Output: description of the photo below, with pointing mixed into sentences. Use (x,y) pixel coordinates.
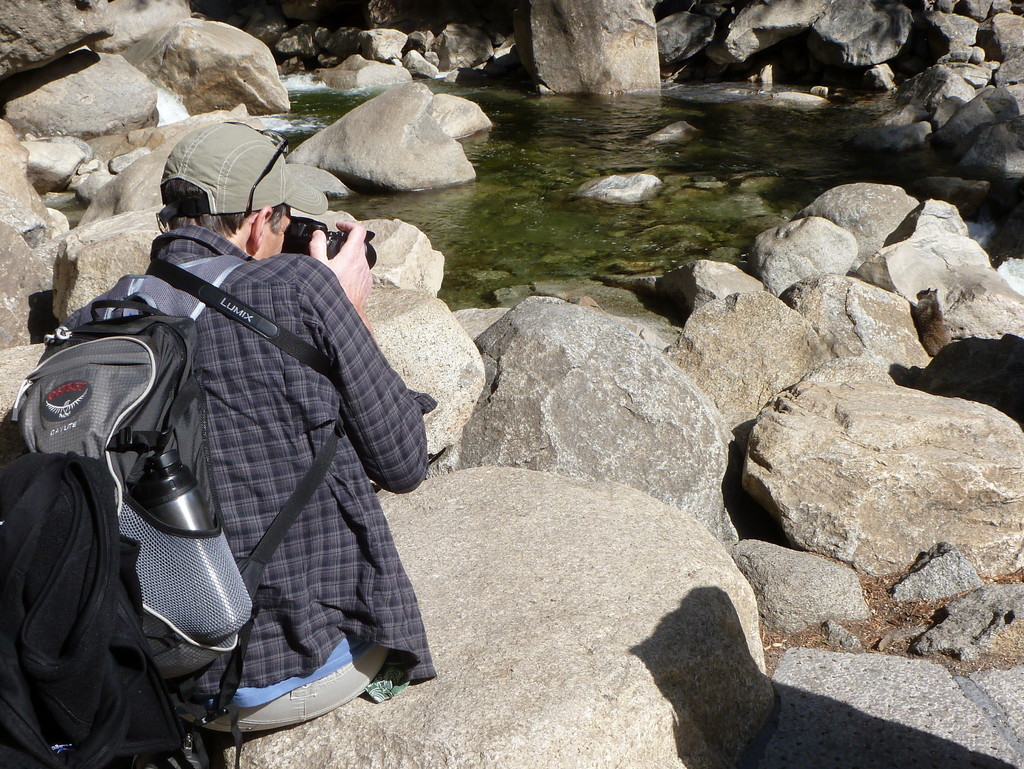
In the middle of the image (495,284) there are some water (766,137). Bottom right side of the image (801,756) there are some rocks (856,391). Bottom left side of the image (241,681) a man (283,280) is sitting and holding a camera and he is wears a backpack (145,400).
